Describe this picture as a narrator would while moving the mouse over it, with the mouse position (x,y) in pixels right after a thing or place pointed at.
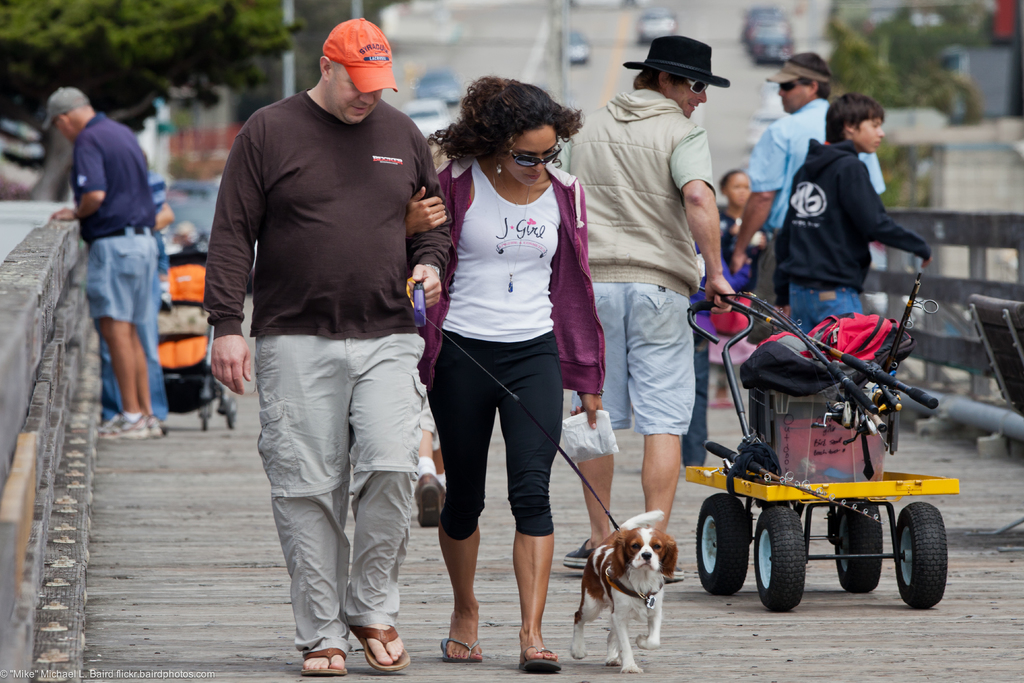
In this picture I can see group of people (580,144) standing on the bridge (884,570), there is a dog (651,537), stroller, and in the background (320,37) there are vehicles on the road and there are trees (123,79).
